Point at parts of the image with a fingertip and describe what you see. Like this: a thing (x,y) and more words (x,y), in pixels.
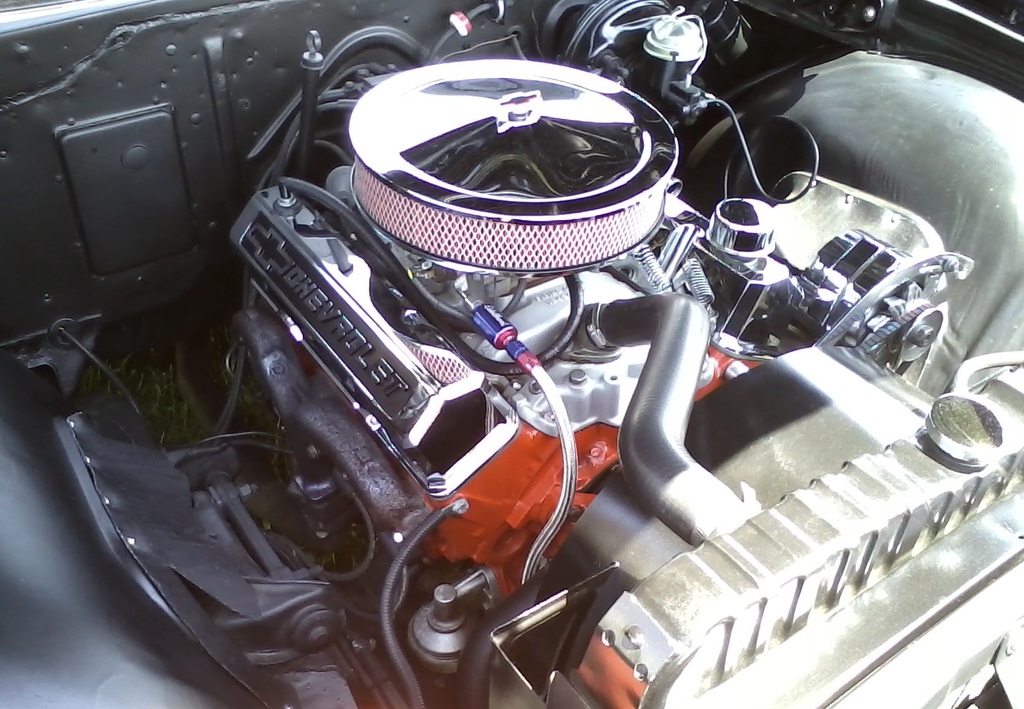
In this picture we can see engine (596,353) of a vehicle (590,365).
